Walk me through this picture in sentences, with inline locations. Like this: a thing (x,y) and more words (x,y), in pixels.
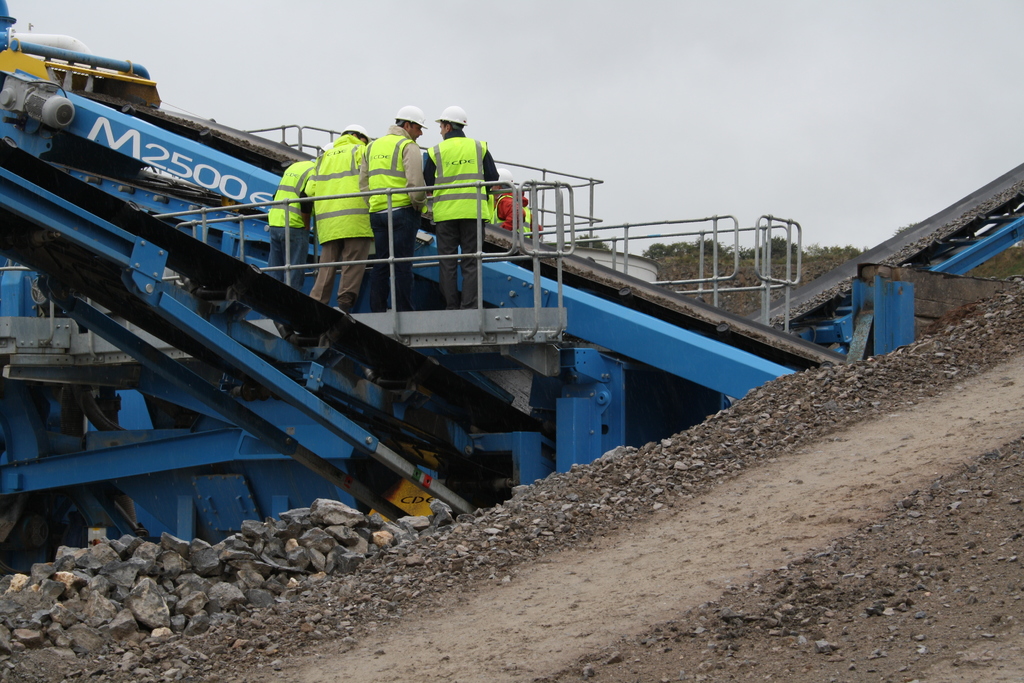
This image consists of many people (454,146) wearing green jackets (358,156) are standing on a machine (195,356). It looks like a bulldozer (173,376) or a mining machine (303,479). At the bottom (584,611), there is ground (423,634) along with rocks (383,543). To the top (633,54), there is sky (603,89).
